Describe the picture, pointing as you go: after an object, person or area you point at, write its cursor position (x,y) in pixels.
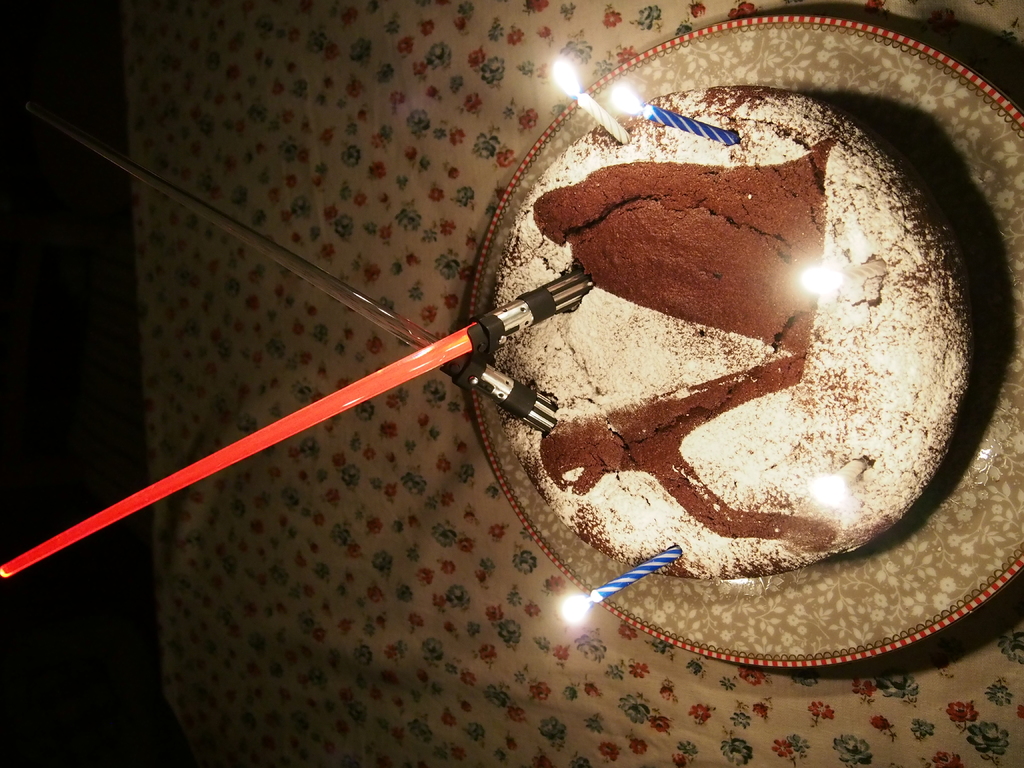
In this image we can see a cake (705,283) with candles (688,126) in a plate (678,595). At the bottom of the image (464,661) there is a table (370,675) with cloth (383,700) on it and there are some objects (414,338) on the cake (522,338).
